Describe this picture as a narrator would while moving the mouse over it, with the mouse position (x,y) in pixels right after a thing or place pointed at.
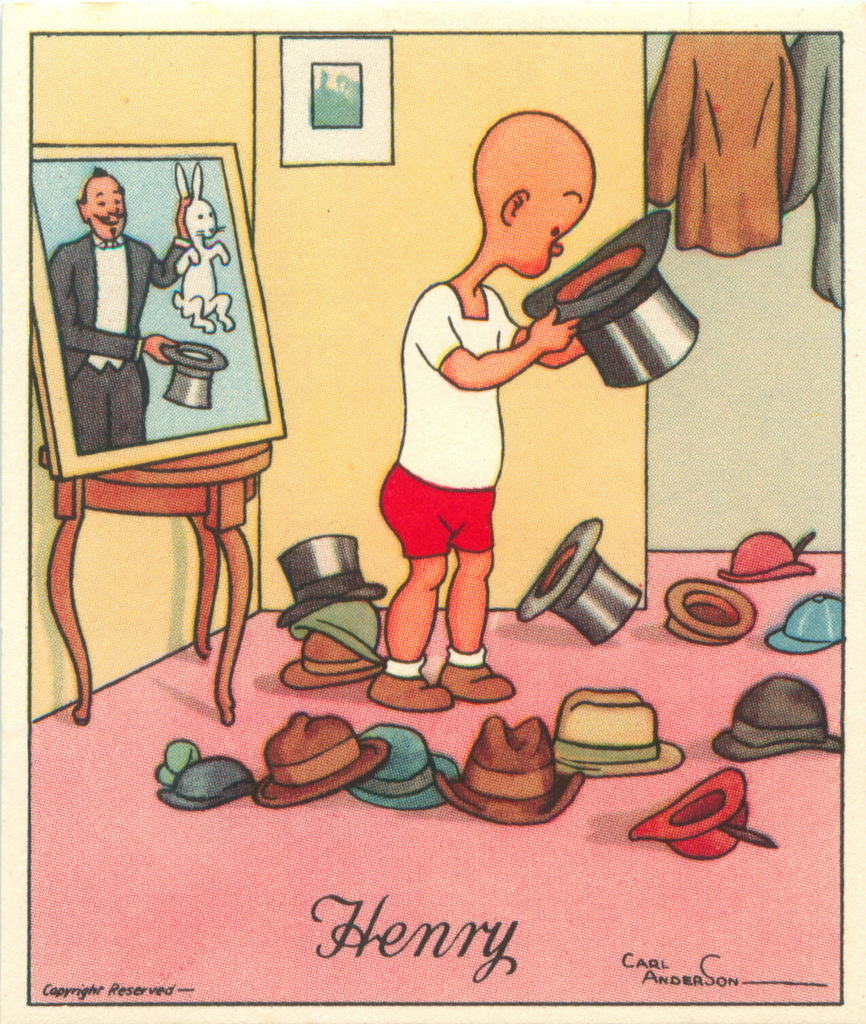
The picture is an animation. In the center of the picture (343,615) we can see hats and a person (485,290) holding hat (608,290). On the left (185,180) there is a frame (174,368), stool (120,472) and wall (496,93). In the background (470,72) there is a wall (436,61) and frame (320,87). On the right (737,137) there are clothes (712,147). At the bottom (512,944) we can see text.
